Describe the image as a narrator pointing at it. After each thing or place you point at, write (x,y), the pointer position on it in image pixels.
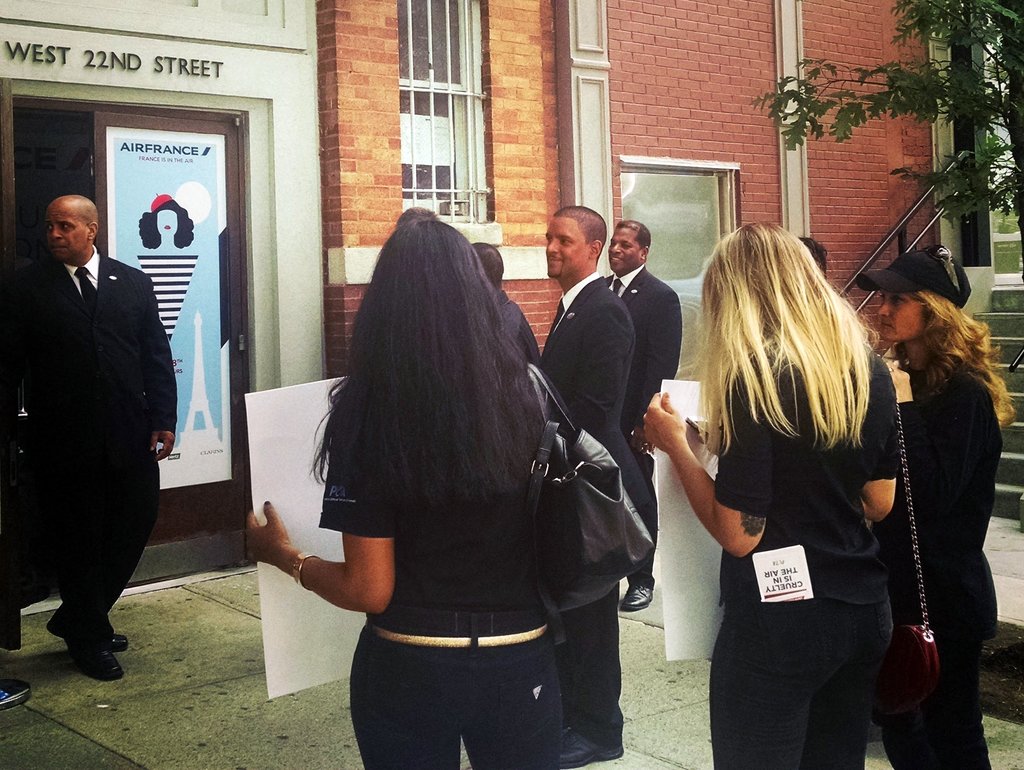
In this picture we can see two women (325,494) wearing bags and holding white boards (340,621) in their hands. We can see a few people (98,281) standing on the path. There is some text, poster (139,197) and a brick wall (540,123) is visible on the building (587,168). There is a tree (941,89) visible on the right side (951,12).
